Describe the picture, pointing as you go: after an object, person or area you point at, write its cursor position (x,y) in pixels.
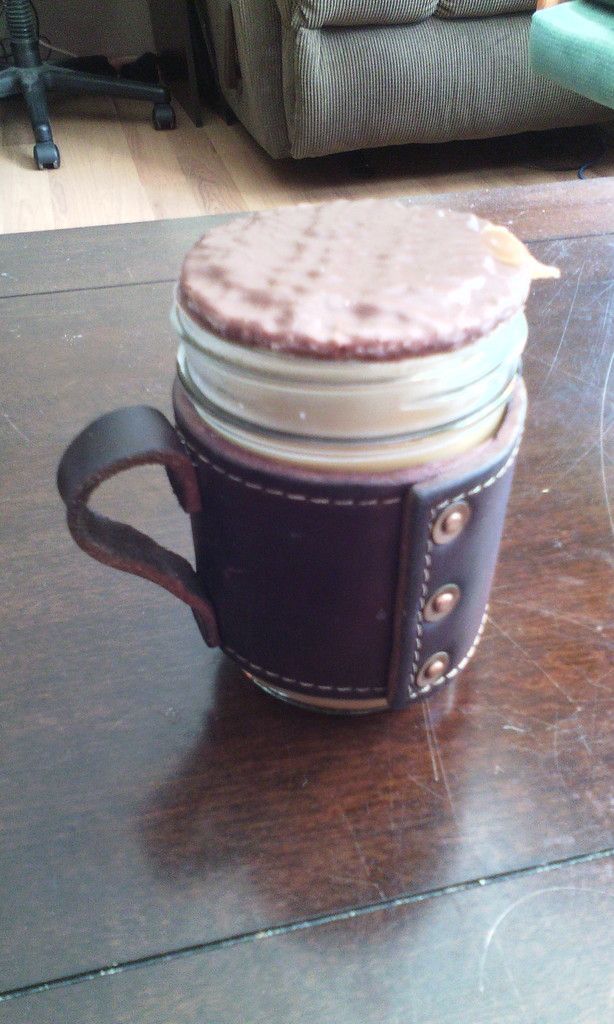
In the picture there is a cup (382,438) on the table (439,714) and there is some dessert (392,440) in the cup (282,463) in the background (265,90) there is a sofa (286,122) and also a chair (35,28).
